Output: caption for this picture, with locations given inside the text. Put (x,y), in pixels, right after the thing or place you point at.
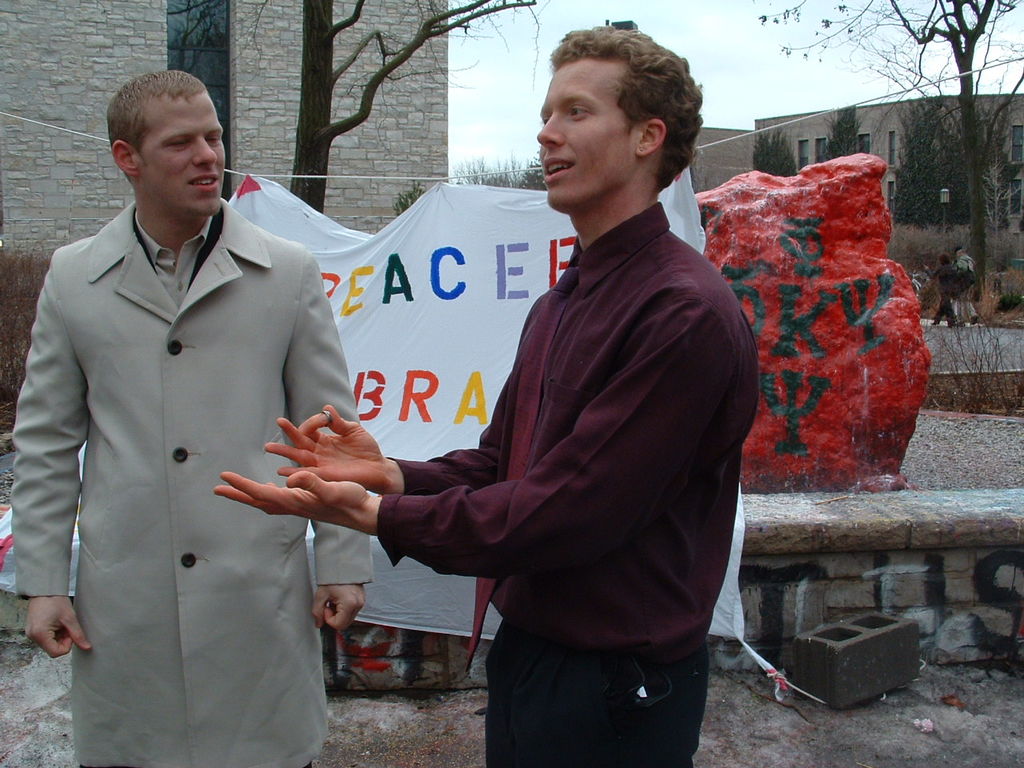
In this picture there is a boy (612,337) wearing red color shirt (677,572) showing some hand sign (353,472). Beside there is a another boy (146,359) wearing grey coat (233,418) watching him. Behind there is a white banner (468,341). In the background (80,40) we can see the brick wall (80,40) and some dry trees (318,104).
